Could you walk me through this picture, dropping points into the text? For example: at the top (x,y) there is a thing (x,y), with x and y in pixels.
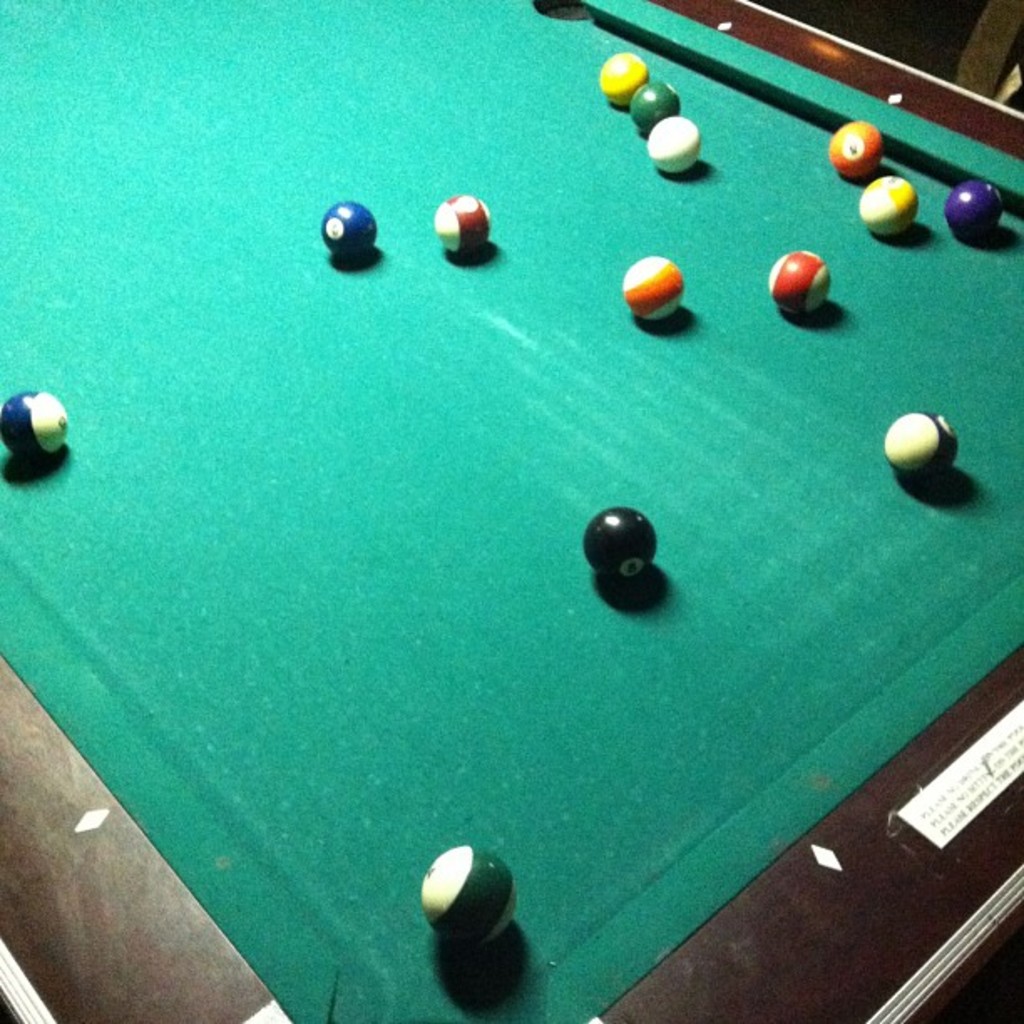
As we can see in the image there is a billiards board (399,558) and balls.
